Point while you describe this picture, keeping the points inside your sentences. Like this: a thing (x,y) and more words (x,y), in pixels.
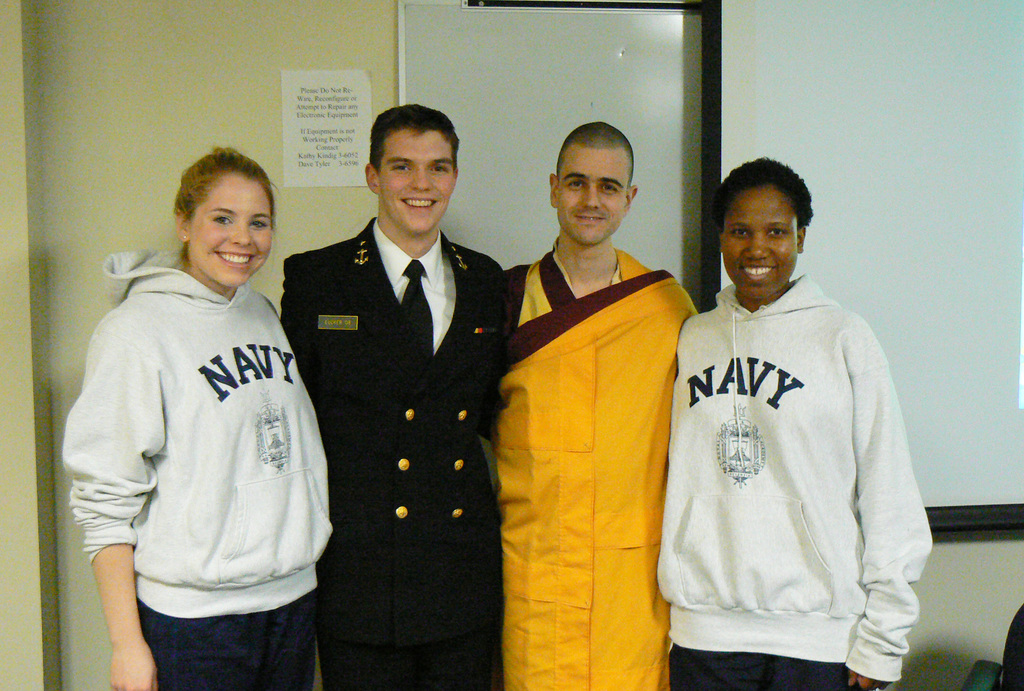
In this picture we can see two men (651,443) and two women (767,382) standing and smiling and in the background (137,78) we can see wall (193,99), poster (350,121), screen (994,211).
